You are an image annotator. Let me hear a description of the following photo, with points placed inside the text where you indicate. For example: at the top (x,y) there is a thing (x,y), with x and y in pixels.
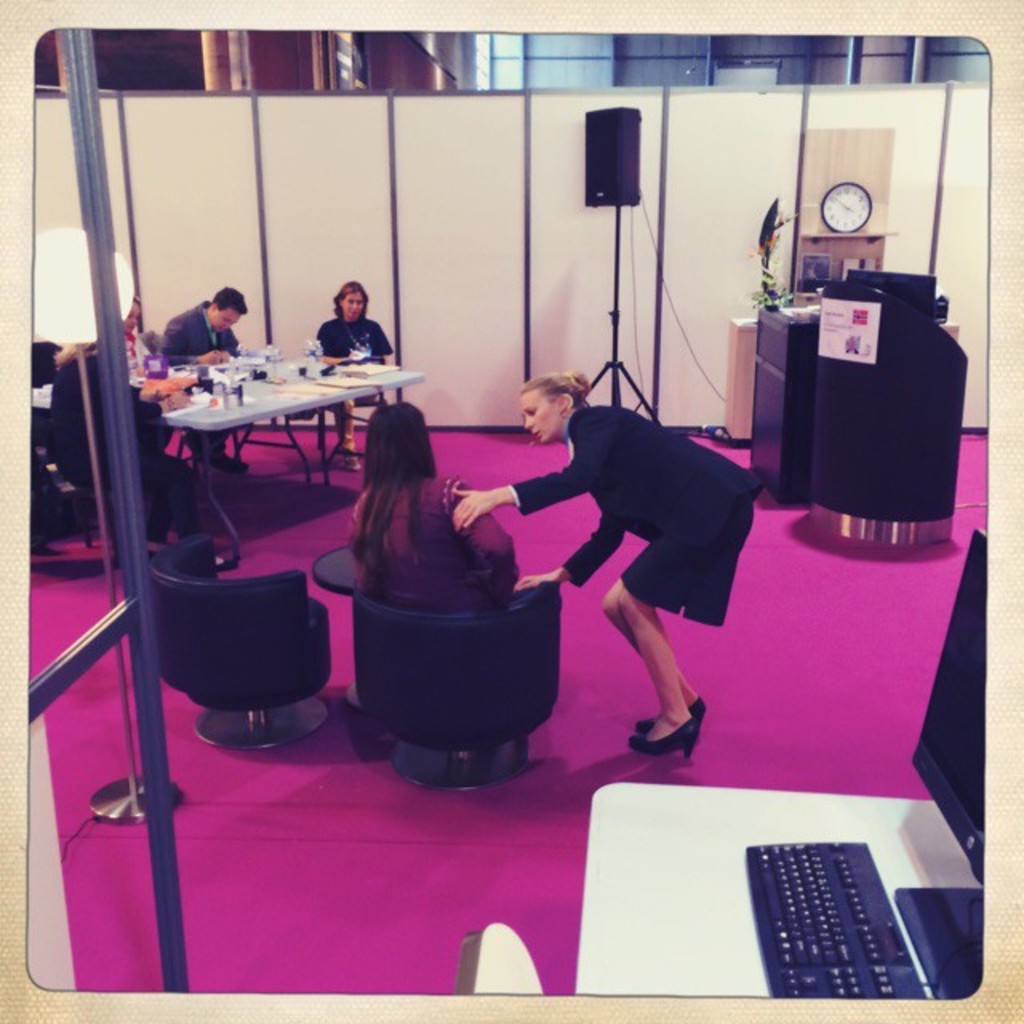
In this image there are few people (396,407) sitting on the chair (399,629). There is a woman (656,497) standing. On the table (710,906) there is a system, keyboard (835,928) and some objects (342,365).
